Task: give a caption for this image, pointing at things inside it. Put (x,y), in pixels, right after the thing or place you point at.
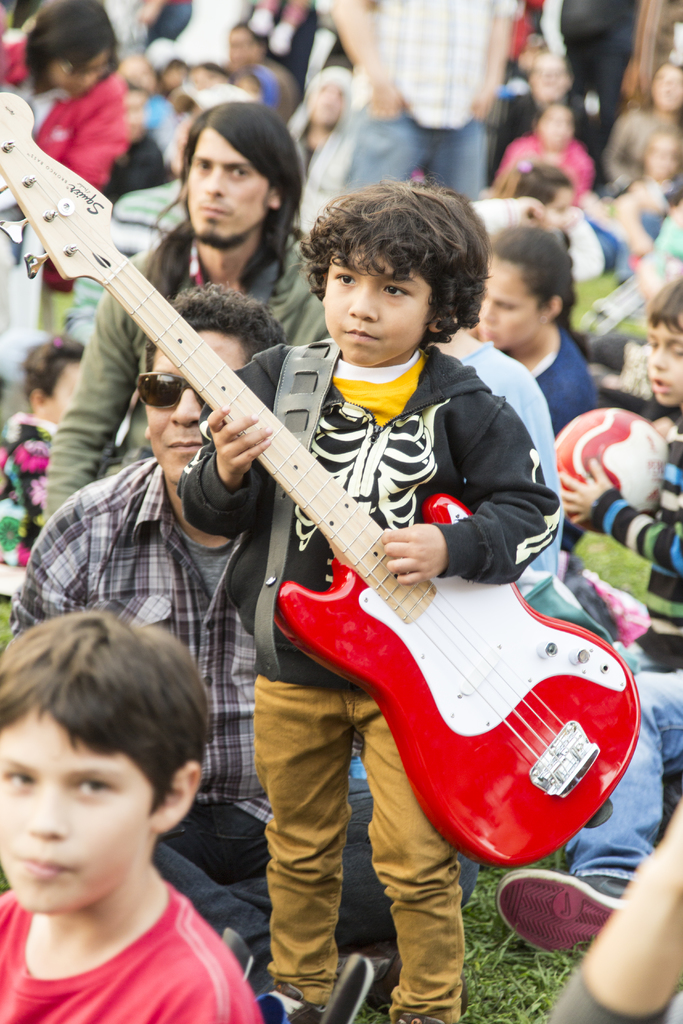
In this image, in the middle (399,467) there is a boy (411,445) standing and he is holding a music instrument (461,714) which is in red color, in the background (234,890) there are some people (284,154) sitting.
